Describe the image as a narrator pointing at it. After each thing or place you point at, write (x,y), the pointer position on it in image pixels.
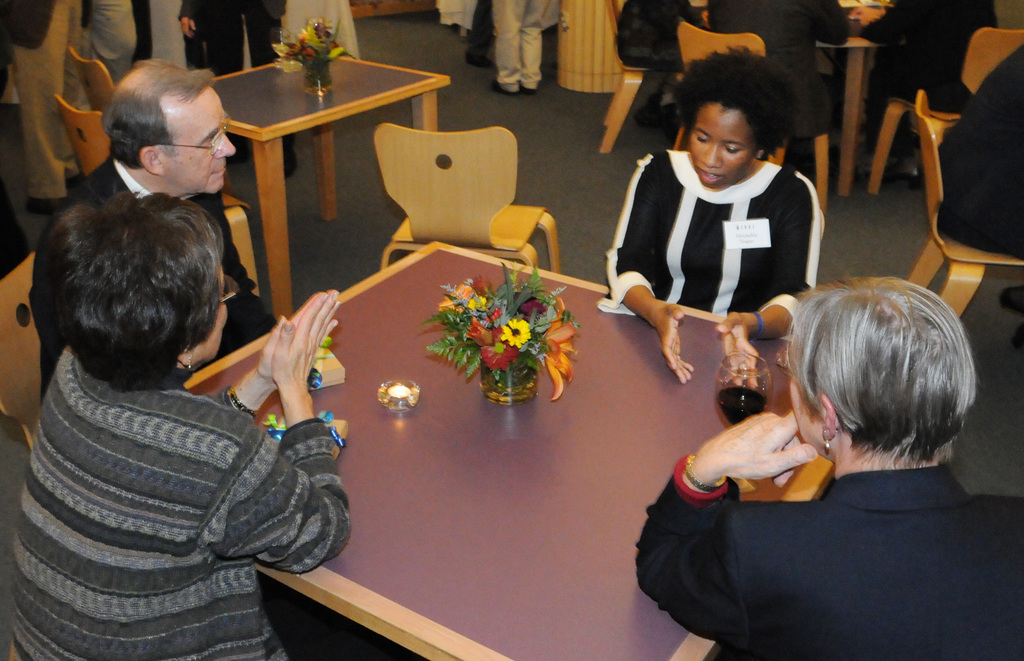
In this image i can see 3 women (903,414) and a man (177,163) sitting around a table (630,490). On the table (540,425) i can see a flower vase (506,399). In the background (232,22) i can see few people (221,37) standing and few people (986,222) sitting.
